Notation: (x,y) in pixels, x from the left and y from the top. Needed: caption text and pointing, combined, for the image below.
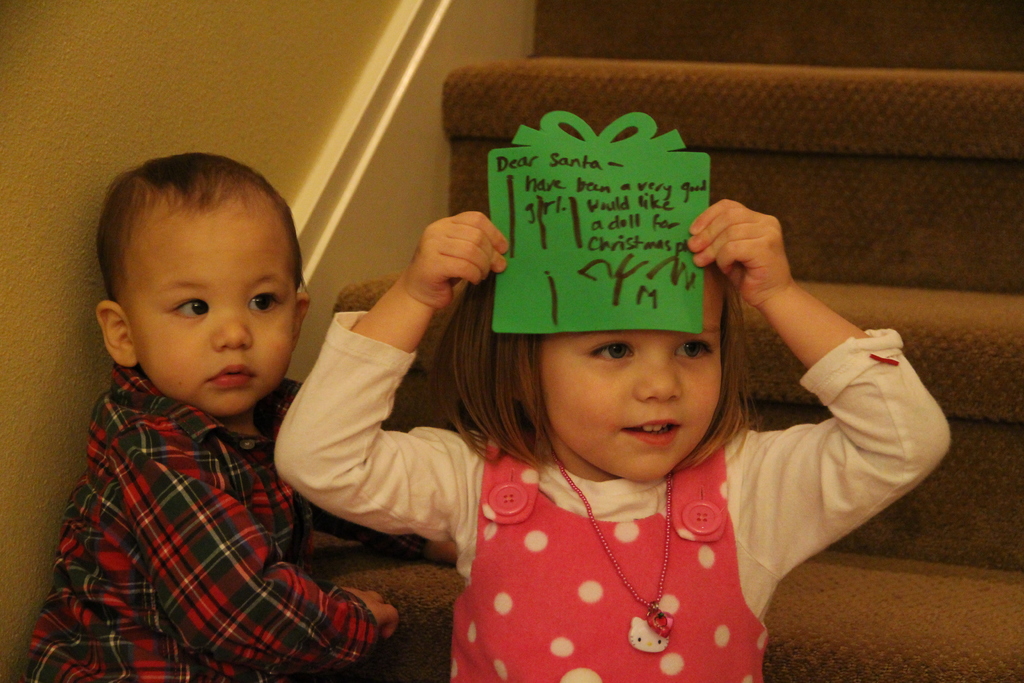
In this image I can see two people (450,556) with different color dresses (288,539). These people (516,543) are sitting on the stairs (845,620). I can see one person (478,563) is holding the green color paper (553,208). To the left (148,60) I can see the wall (148,60).
